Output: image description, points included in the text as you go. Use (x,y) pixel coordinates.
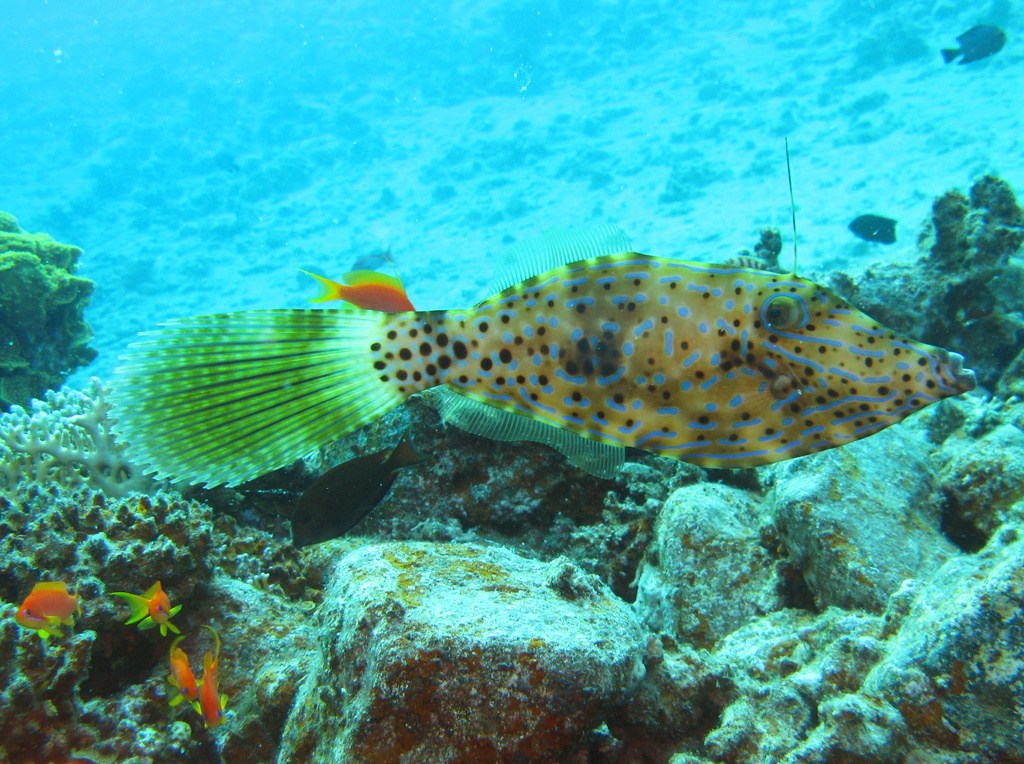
In this image we can see the aquatic animals (497,371) in the water (802,244). At the bottom (460,683) we can see the rocks (479,622).
